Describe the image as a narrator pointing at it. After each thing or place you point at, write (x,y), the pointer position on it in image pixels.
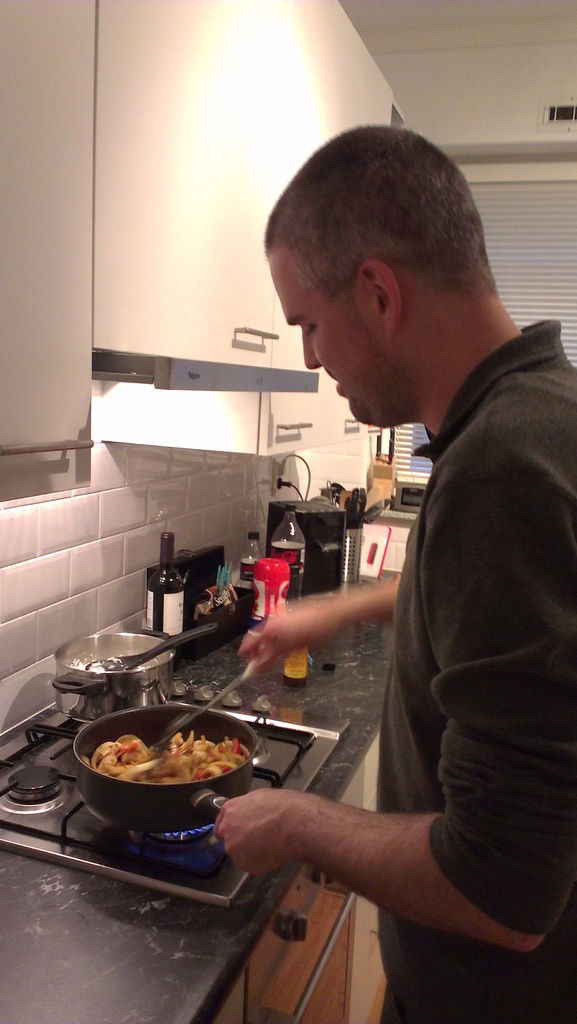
In the picture I can see a person (536,1011) wearing gray color dress (391,719) is holding a spatula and a pan (167,829) and cooking on the stove (61,814), here we can see another utensil (119,649) which is also placed on the stove (109,828), we can see a few objects (160,629) are placed here. Here we can see the white color cupboards (15,486) and the blinds (522,268) in the background (552,253).
